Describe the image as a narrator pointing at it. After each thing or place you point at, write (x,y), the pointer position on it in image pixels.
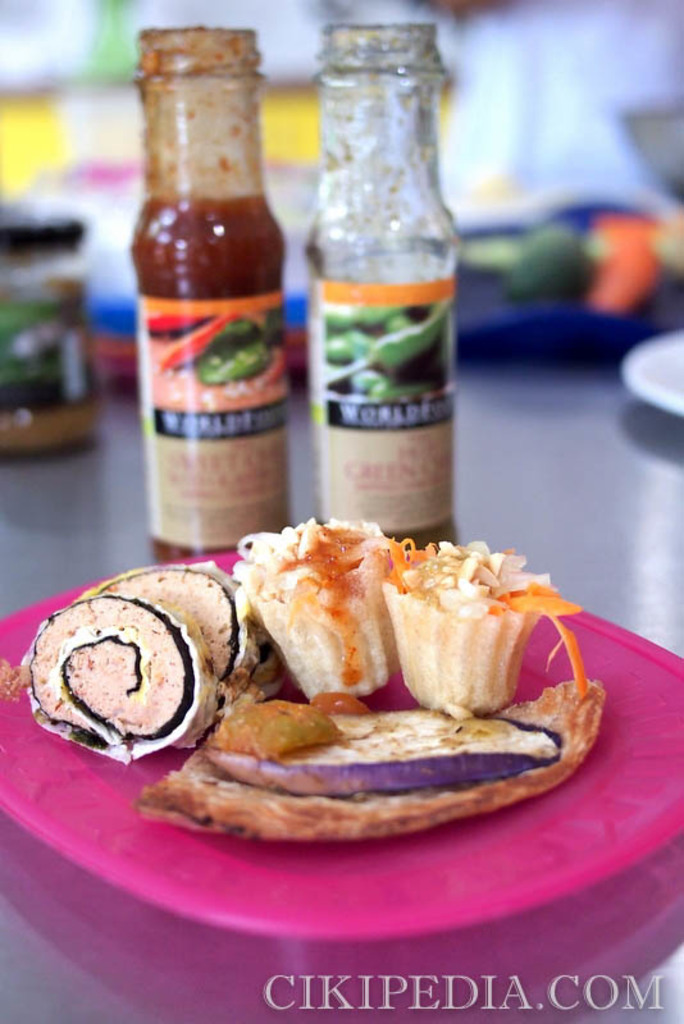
In this picture we can see a plate (409,877) and two bottles (368,354) in the front (407,366), there is some food (267,681) present in this plate (410,890), there are stickers (275,375) pasted on these bottles (335,425), there is a blurry background (612,149), at the right bottom (490,1000) there is some text (451,983).
